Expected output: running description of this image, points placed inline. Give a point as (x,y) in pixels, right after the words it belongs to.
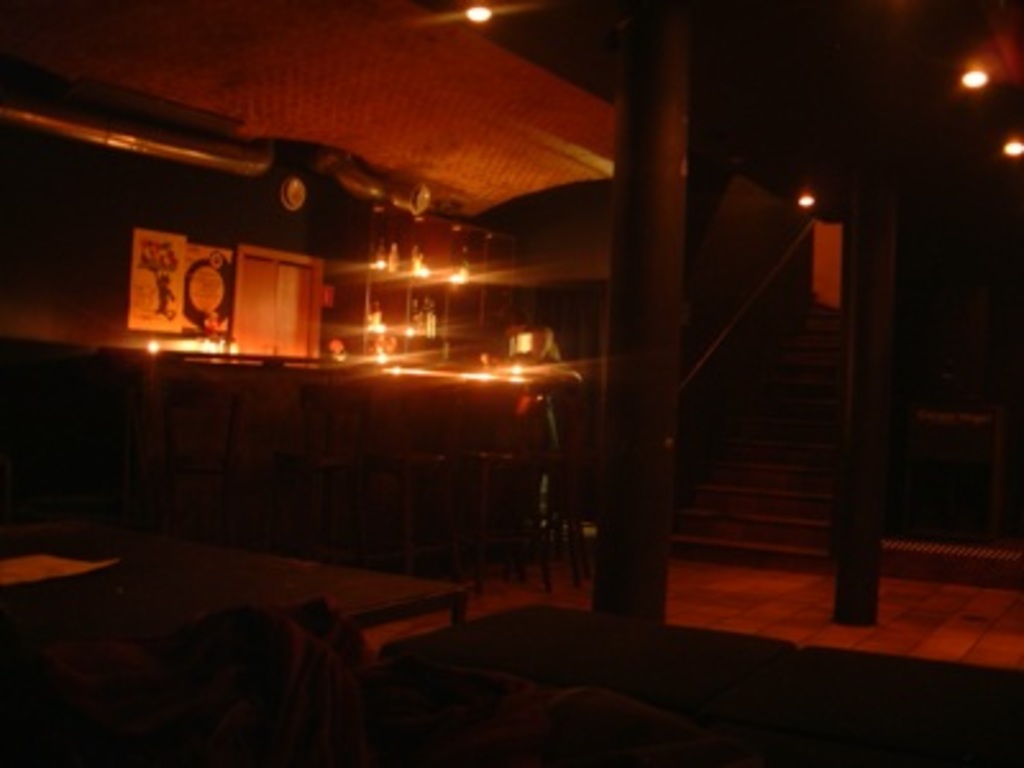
This picture is clicked inside the room (768,686). In the middle of the picture (541,258), we see a wall (83,290) on which photo frames (172,298) are placed and beside that, we see a white door (240,309). Beside that, we see a rack (403,345) in which bottles (414,252) are placed. At the top of the picture (442,140), we see the ceiling (537,135) of the room (552,125). In the middle of the picture (623,473), we see a pole (618,286).
